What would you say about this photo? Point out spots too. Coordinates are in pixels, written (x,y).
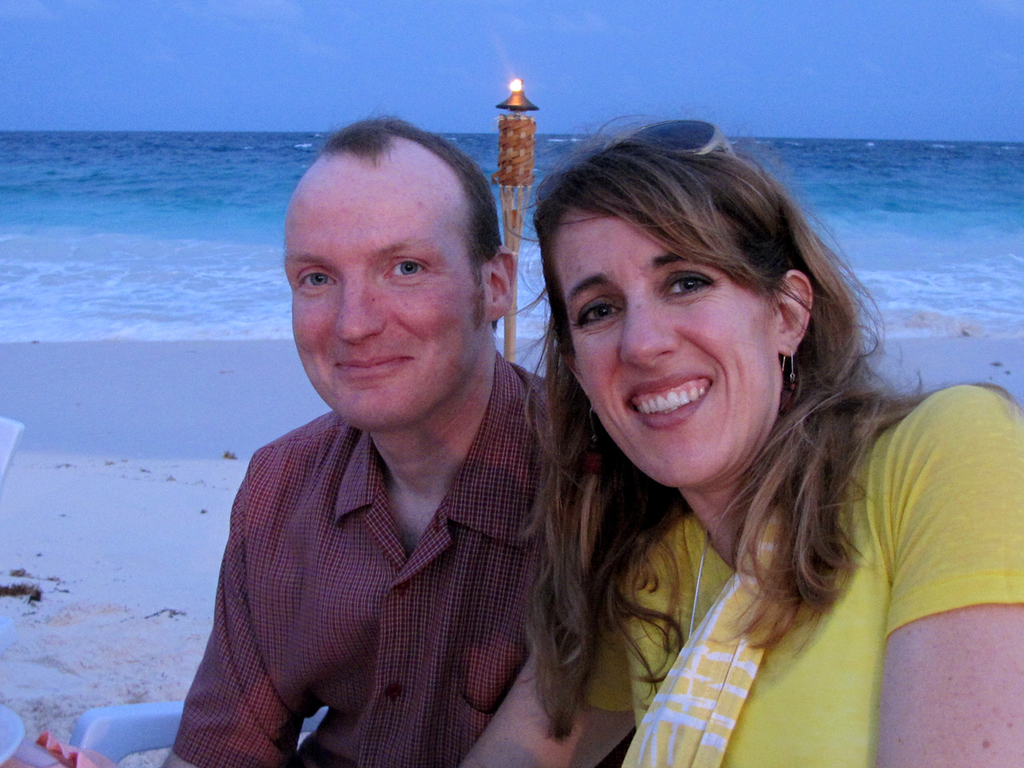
This is the man (366,753) and woman (784,687) sitting and smiling. This looks like a seashore (518,344). Here is the sea (219,232) with the water (472,136) flowing.
